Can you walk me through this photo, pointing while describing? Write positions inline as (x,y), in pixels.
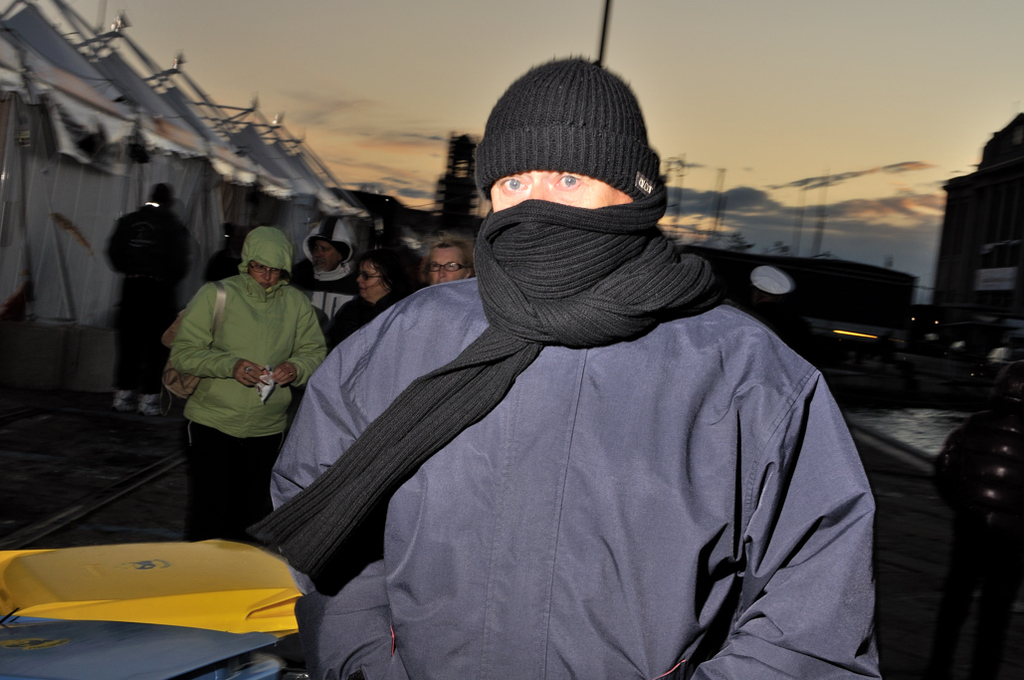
In this picture we can see some people (410,327) are standing, a person (468,415) in the front (558,511) is wearing a cap (610,140) and a mask (607,288), on the left side (190,196) there are tents (140,167), on the right side (990,258) we can see a building (971,257), there is the sky (829,230) at the top of the picture (680,205).
